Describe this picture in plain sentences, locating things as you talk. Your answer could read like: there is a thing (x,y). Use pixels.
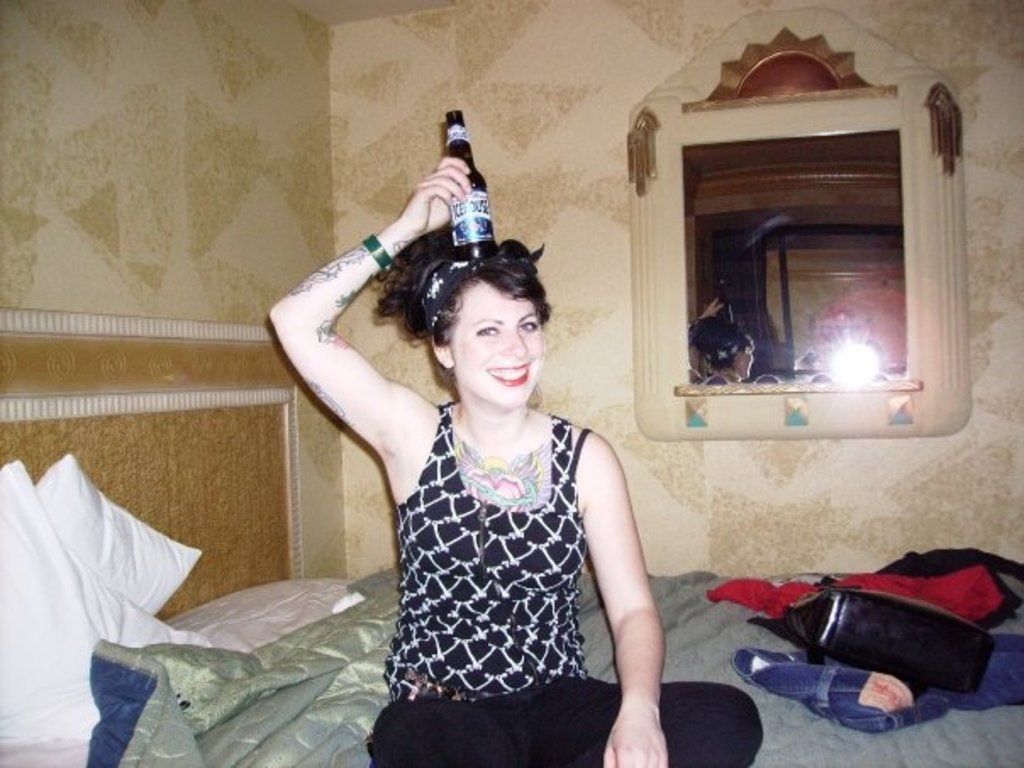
In this picture I can see there is a woman (501,615) and she is wearing a black dress (559,640) and a black pant (574,700). She is smiling and holding a beer bottle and placed it on her head (488,259). There is a handbag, shirt (882,584) and pant (850,691) placed on the bed (600,648) and there is a blanket (143,662) and pillows (28,506) here at left side (287,692). There is a wall (380,334) on to left (332,219).
